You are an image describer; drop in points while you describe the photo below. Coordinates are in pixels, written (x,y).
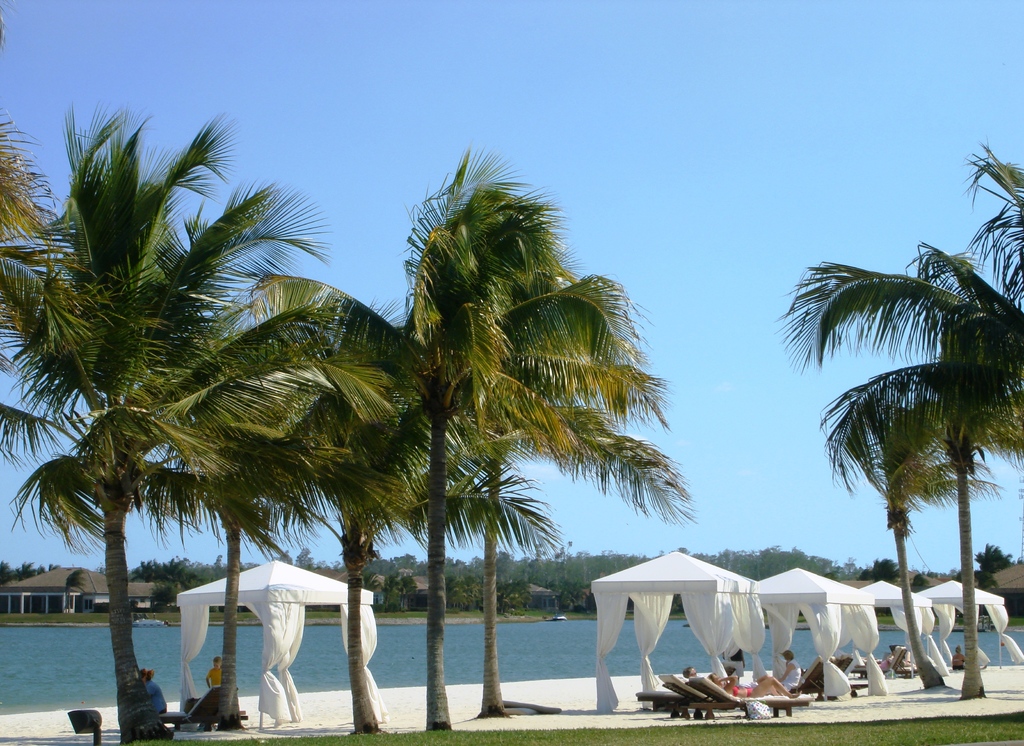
In this image we can see a many trees (288,438). There is a sea (43,643) in the image. There are few people (799,671) sleeping on the chair (815,666).
